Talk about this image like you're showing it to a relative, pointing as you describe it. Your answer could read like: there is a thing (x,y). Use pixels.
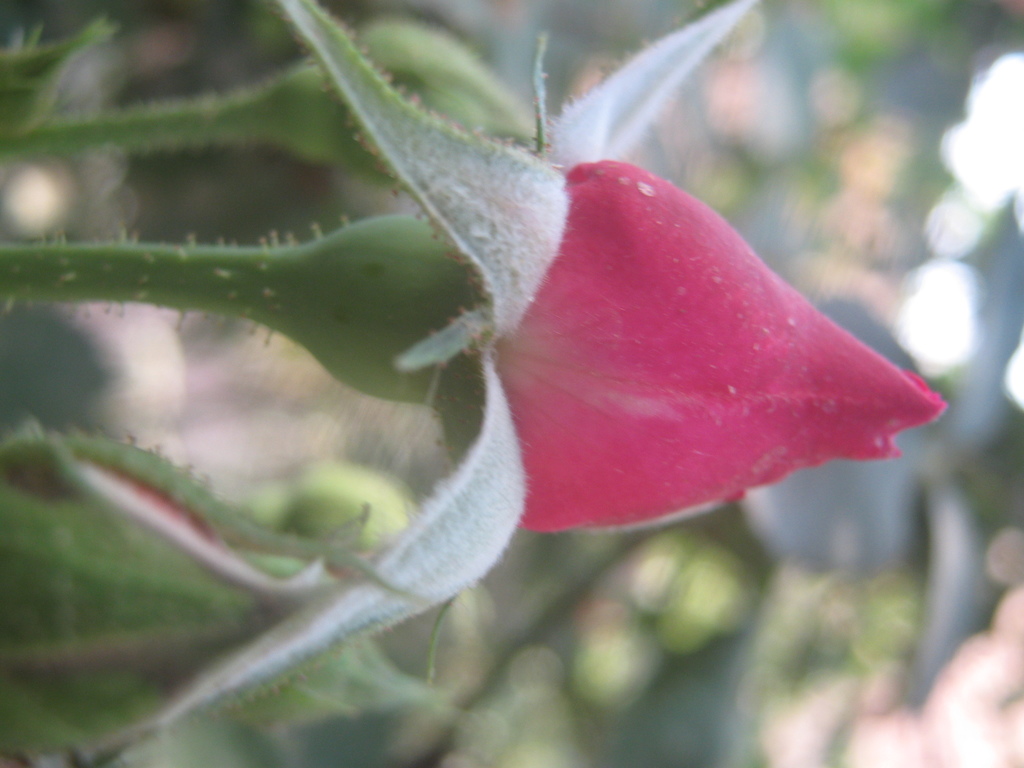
In this image we can see the buds (426,35) and also the stems (150,140) and the background (747,92) is blurred.
